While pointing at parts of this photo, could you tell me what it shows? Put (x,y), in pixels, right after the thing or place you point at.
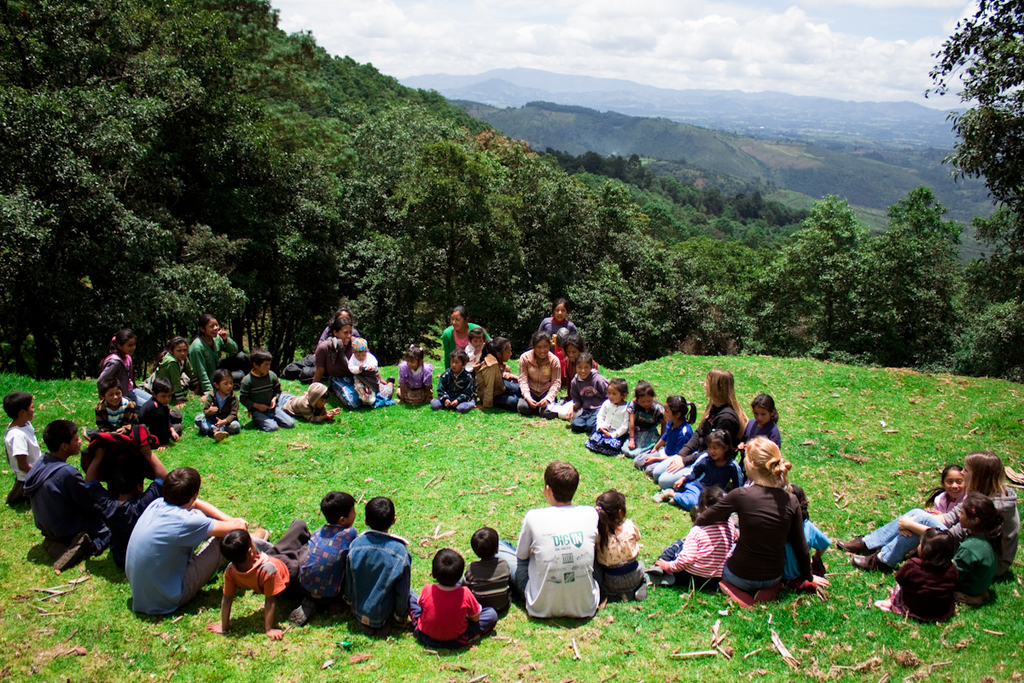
In this picture I can see the group of persons (803,572) were sitting around in the grass (764,615). In the bottom right (800,489) I can see the children's (982,582) were sitting near to the woman (953,510). Beside them I can see the leaves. In the background (118,54) I can see many trees (952,301) and mountains (697,127). At the top (678,15) I can see the sky (678,15) and clouds (686,5).
